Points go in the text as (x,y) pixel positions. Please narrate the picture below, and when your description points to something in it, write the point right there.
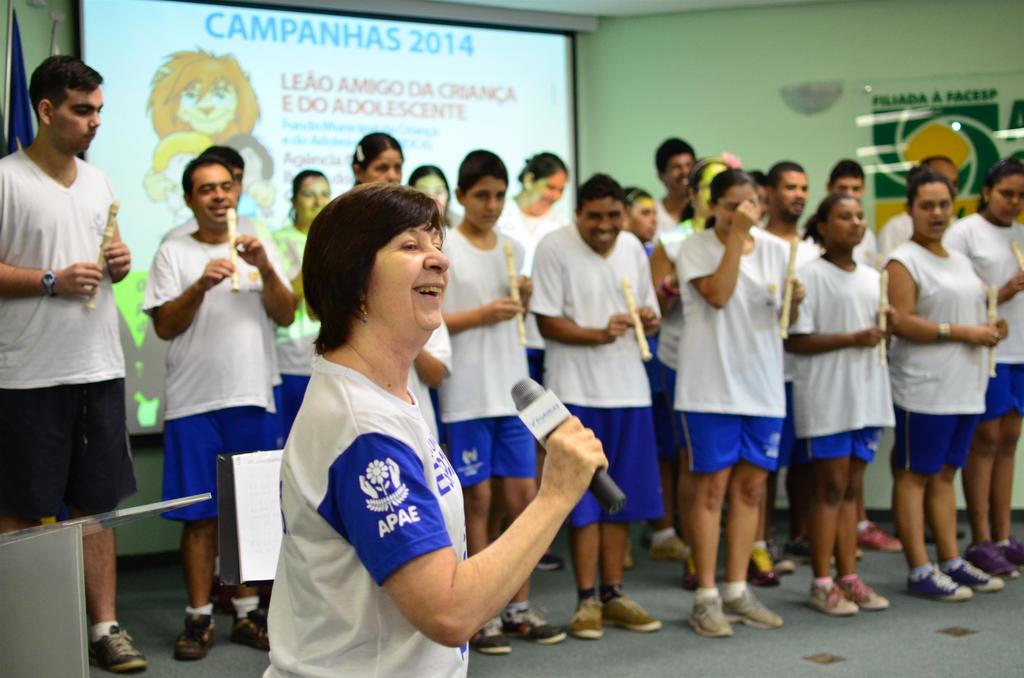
This image consists of many people (389,295) wearing white T-shirts (856,366) and shorts (71,449). In the front (573,456), the woman (565,440) is holding a mic (535,422). In the background (543,225), all are holding the flutes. And we can see a projector screen (484,54) along with a wall (841,102). On the left (24,135), we can see a flag (16,75). On the right (861,108), there is a glass board (918,145).
